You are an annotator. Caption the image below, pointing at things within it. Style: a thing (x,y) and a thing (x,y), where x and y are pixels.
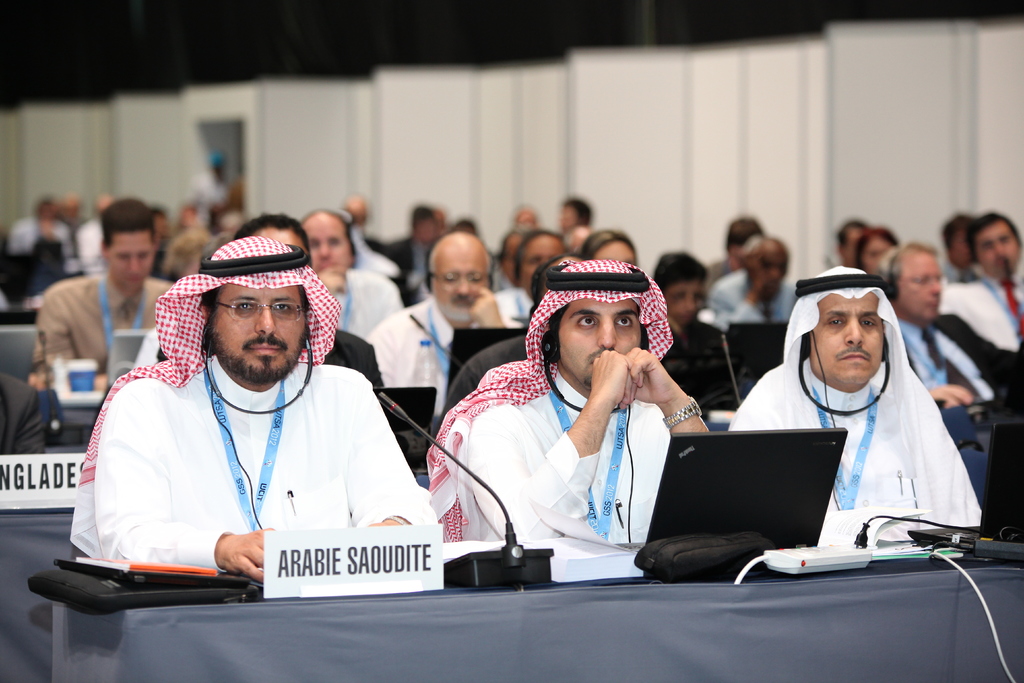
In this image I can see number of persons (287,450) are sitting on chairs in front of the desks (468,633). On the desks (434,608) I can see few microphones (503,576), monitors (409,397), white colored boards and few other objects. I can see the blurry background (527,158).
